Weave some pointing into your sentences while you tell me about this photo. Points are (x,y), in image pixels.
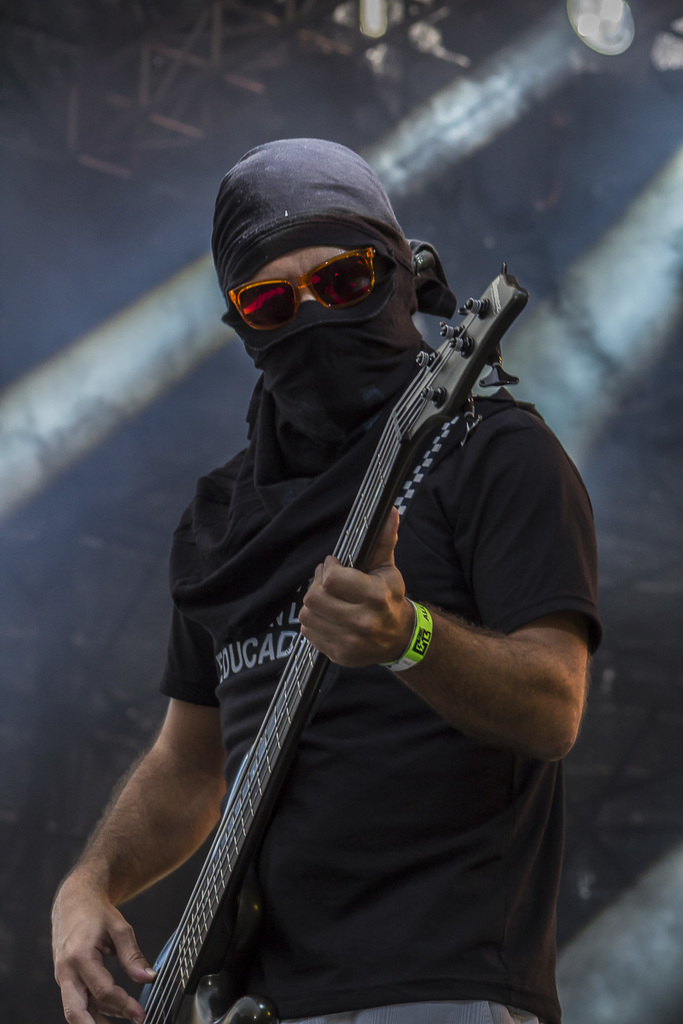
This person (432,518) standing and holding guitar (266,785).
